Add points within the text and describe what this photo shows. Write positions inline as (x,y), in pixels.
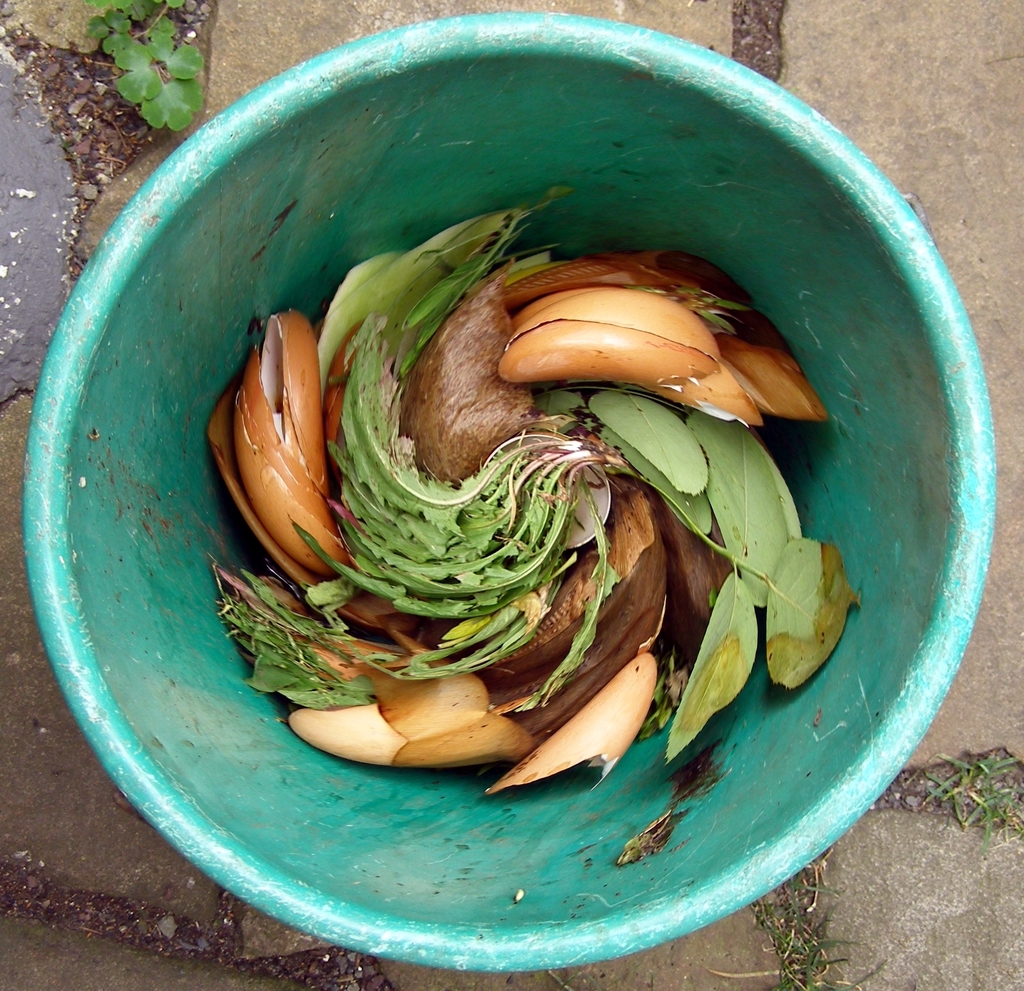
In this picture I can see a bucket (192,222), in which I can see few leaves (489,487) and few brown color things (547,382) and I see this bucket (33,494) is on the ground (33,86) and on the top left corner of this picture (142,79) I can see a small plant (134,11). On the bottom right corner of this picture (983,805) I can see the grass (816,963).
